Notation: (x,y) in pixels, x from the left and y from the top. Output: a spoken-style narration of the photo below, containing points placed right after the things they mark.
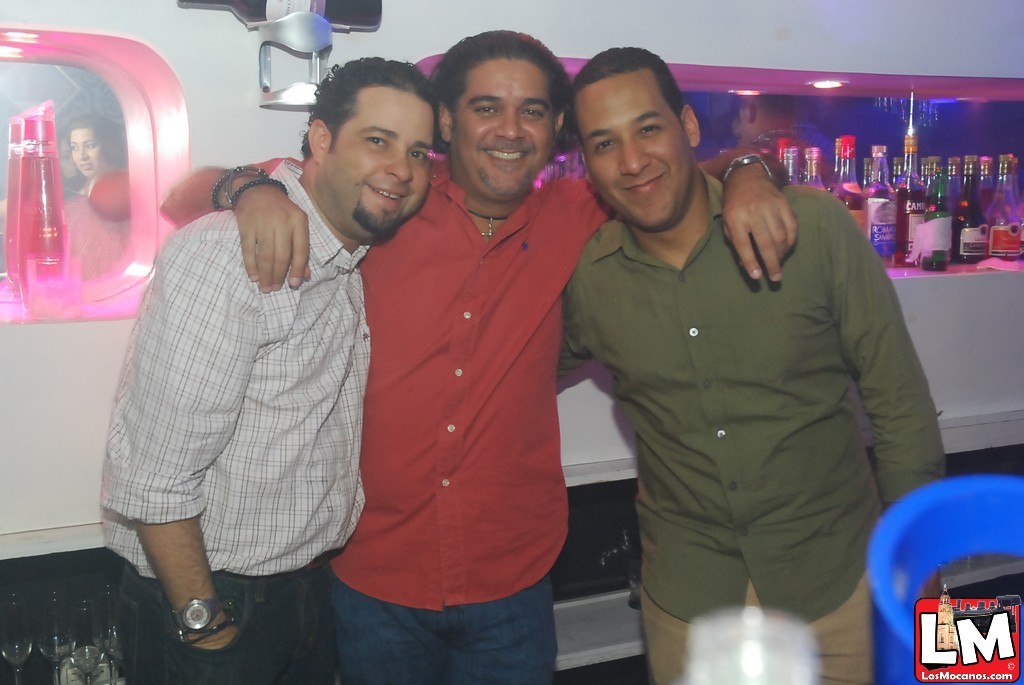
In this picture there are three men (564,361) standing who are standing and smiling. Few bottles (875,234) are visible to the right side (1003,196). There is a light (823,82). A pink bottle (58,218) is seen to the left side (45,230). Few glasses (44,637) are seen to the bottom left (21,641).
